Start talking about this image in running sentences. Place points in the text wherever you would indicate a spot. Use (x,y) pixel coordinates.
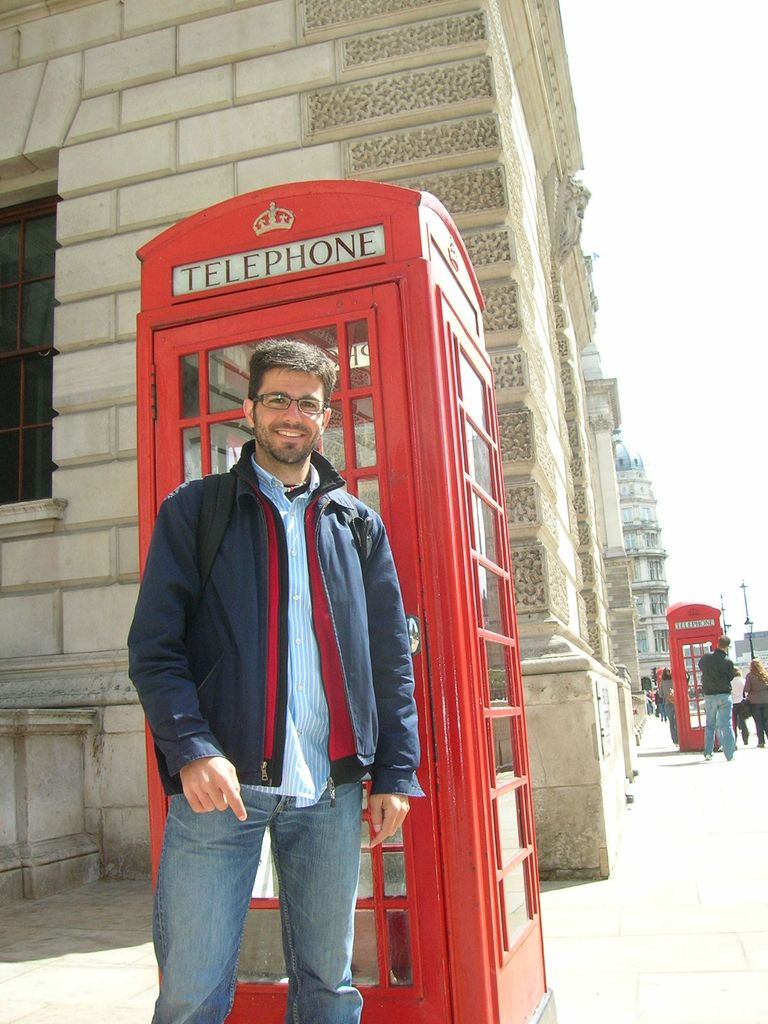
In the image in the center (352,645), we can see one person (315,697) standing and he is smiling. In the background (296,89), we can see the sky (626,125), buildings (483,222), telephone booths (452,247), and few people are standing.
